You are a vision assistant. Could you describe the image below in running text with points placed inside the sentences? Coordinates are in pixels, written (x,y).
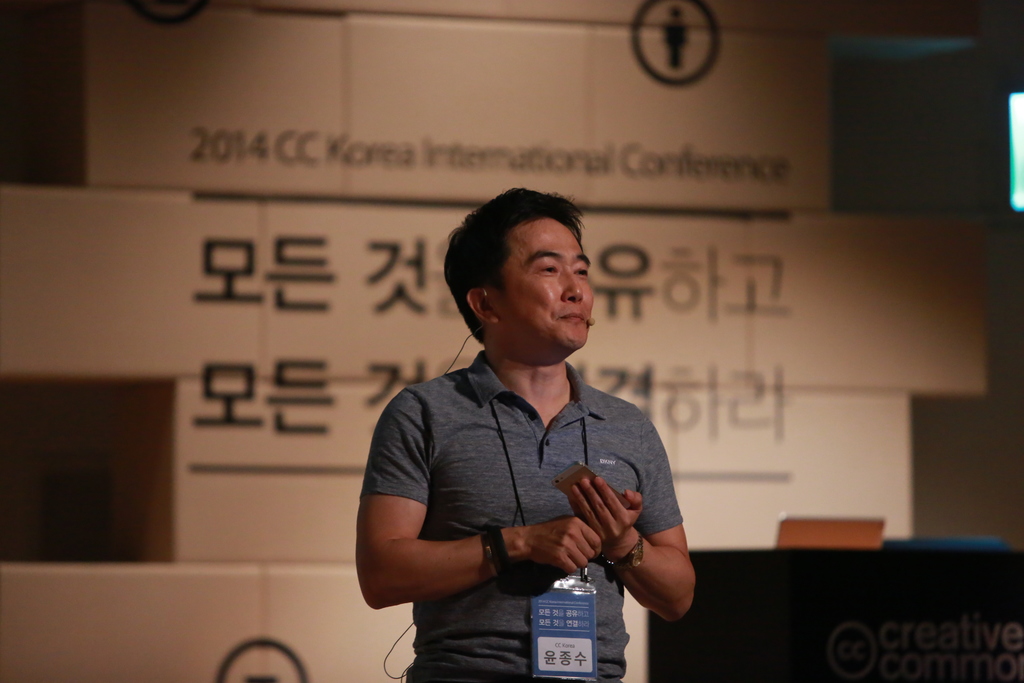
In this image there is a person (440,443) standing and looking to the right side of the image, behind him there are few blocks (337,309) with some text (237,396) and images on it. On the right side of the image (822,600) there is a table (874,637), on the table (925,633) there is a laptop (798,534) and some text (919,625) on the table (870,636).
